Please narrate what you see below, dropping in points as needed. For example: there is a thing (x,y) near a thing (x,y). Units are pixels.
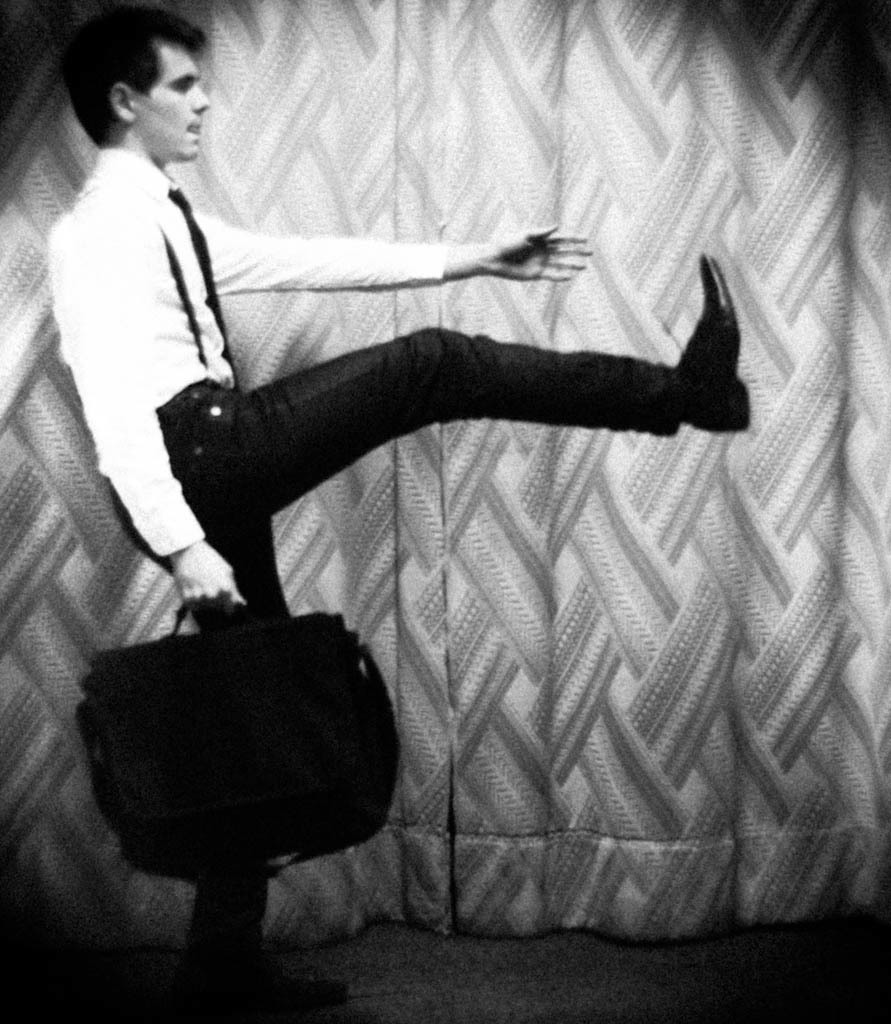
In this image I can see the person (165,374) standing and holding the bag (183,732). The person (93,407) is wearing the shirt (117,374), pant (215,420) and also the tie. He is standing to the side of the curtain (415,219). And this is a black and white image.
